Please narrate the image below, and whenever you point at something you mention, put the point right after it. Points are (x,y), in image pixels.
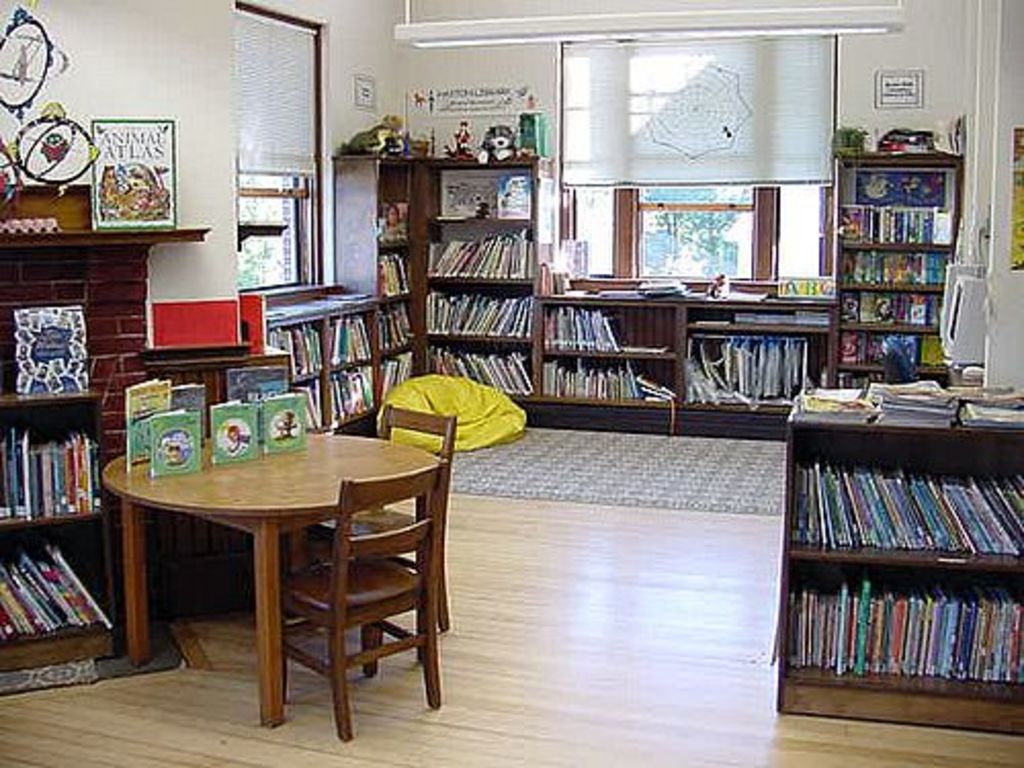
Here in this picture we can see a room (653,574), in which in the front (252,484) we can see a table (277,499) and chairs (385,532) present on the floor (382,662) over there and on that table (199,491) we can see some books (220,444) present and we can see wooden racks (215,392) present all around the room (872,269), that are filled with books (857,536) over there and we can see windows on the room (487,118) over there and at the top (419,25) we can see a light (457,25) present and we can see some posters (910,101) also present on the walls (931,107) over there and in the middle (673,472) we can see a carpet (641,469) present on the floor (730,473) over there and we can also see a beanbag (497,390) present over there.
